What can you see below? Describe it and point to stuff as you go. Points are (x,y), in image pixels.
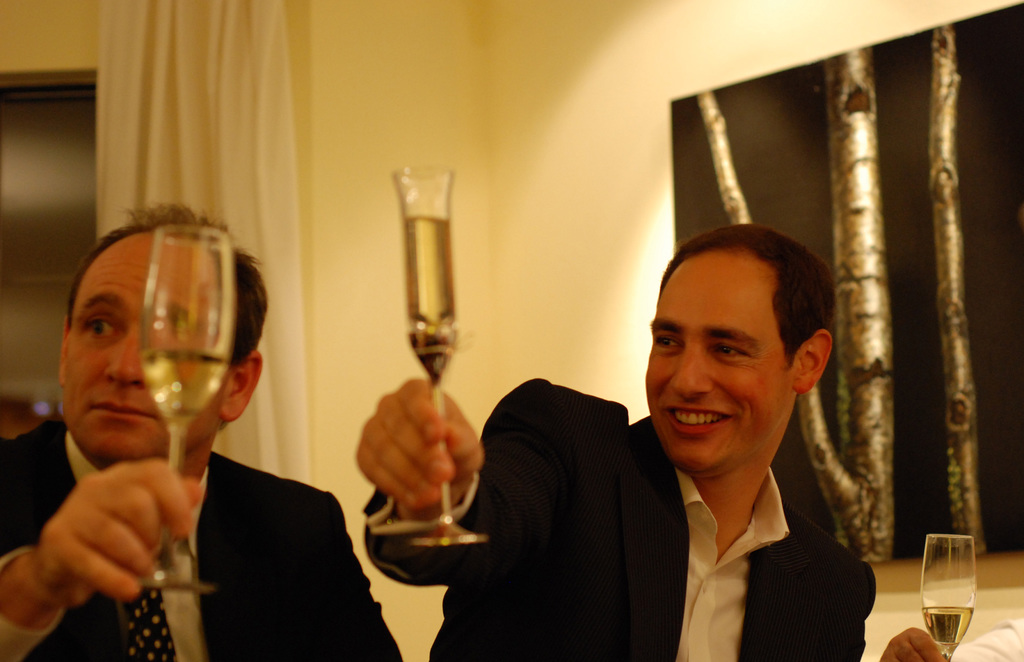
In this image we can see two persons (342,576) are holding a glass (181,403) with drink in it. In the background (362,379) we can see a curtain (234,123), photo frame (786,173) on wall (358,347).
